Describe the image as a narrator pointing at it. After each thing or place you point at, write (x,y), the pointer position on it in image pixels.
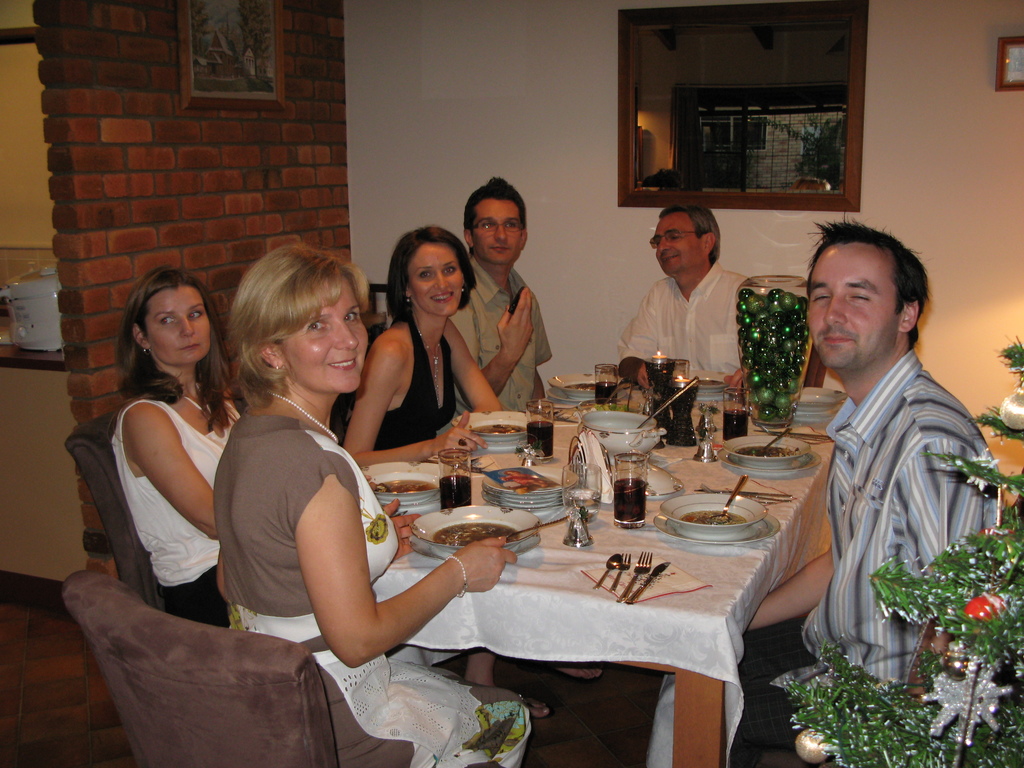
In the image we can see some group of people (529,293) sitting around the table (809,429). And some people (307,408) were laughing and they were sitting on chair (228,626), and back of them there is a brick wall (176,169) with the photo frame (253,104). And on the table (665,543) they were few objects (613,487) like glass (634,526), fork (613,589), spoon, plate (519,543), bowl (511,516) and candle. And in the left side (37,327) there is a rice cooker (52,304).
